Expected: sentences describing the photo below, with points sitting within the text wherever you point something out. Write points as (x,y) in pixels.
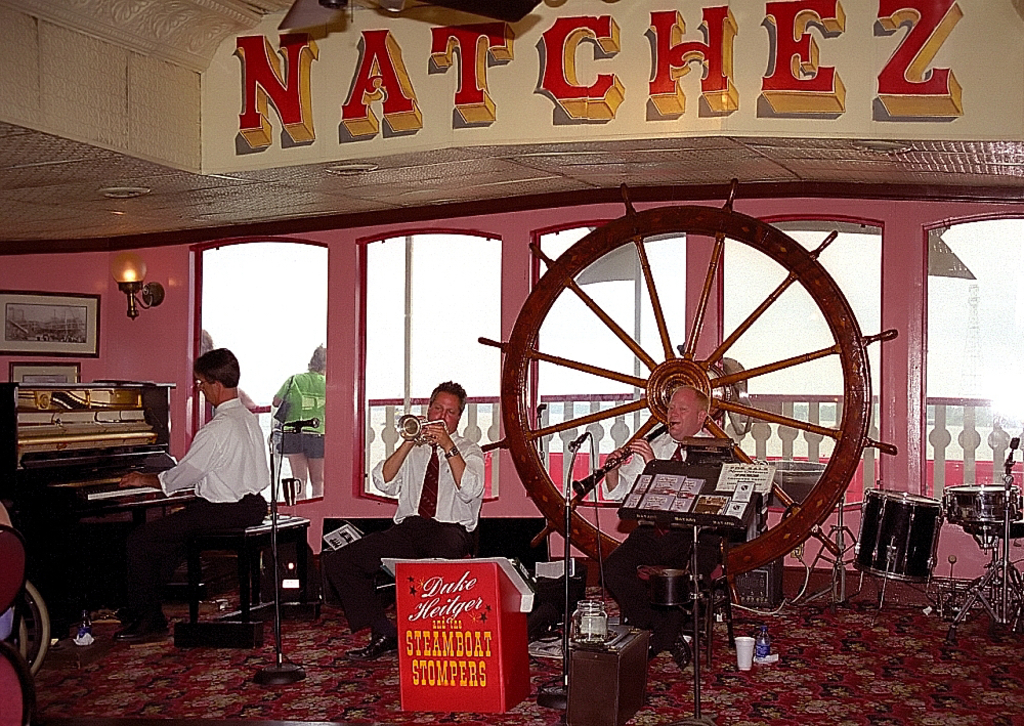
In the foreground (399,482), I can see three persons (362,572) are playing musical instruments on the floor (236,686) and I can see chairs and tables (408,599). In the background (371,357), I can see a text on a wall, lamp (151,292), wall paintings (8,319), windows (205,316), metal objects (628,383), two persons (317,391) are standing near the fence (480,399) and the sky (486,361). This picture might be taken in a hall (616,529).
